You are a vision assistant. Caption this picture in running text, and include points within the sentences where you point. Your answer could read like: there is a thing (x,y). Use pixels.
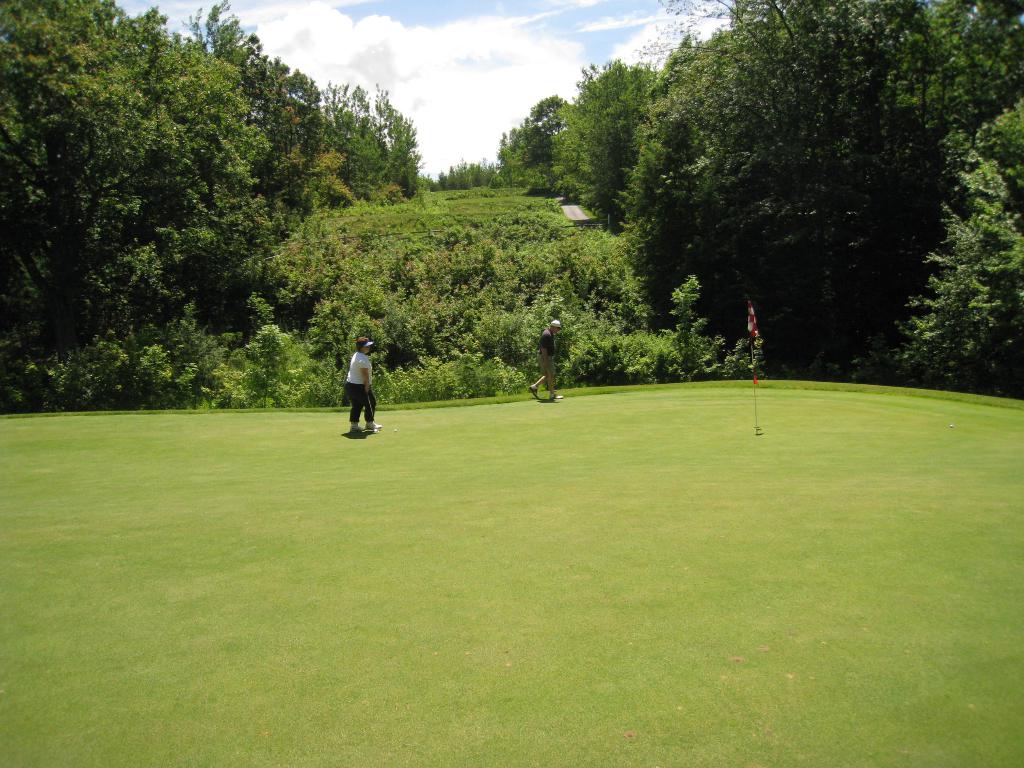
In this picture we can see a flag (756,323), two people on the grass (432,555) and in the background (660,253) we can see trees (138,206), sky (391,78) with clouds (382,52).
